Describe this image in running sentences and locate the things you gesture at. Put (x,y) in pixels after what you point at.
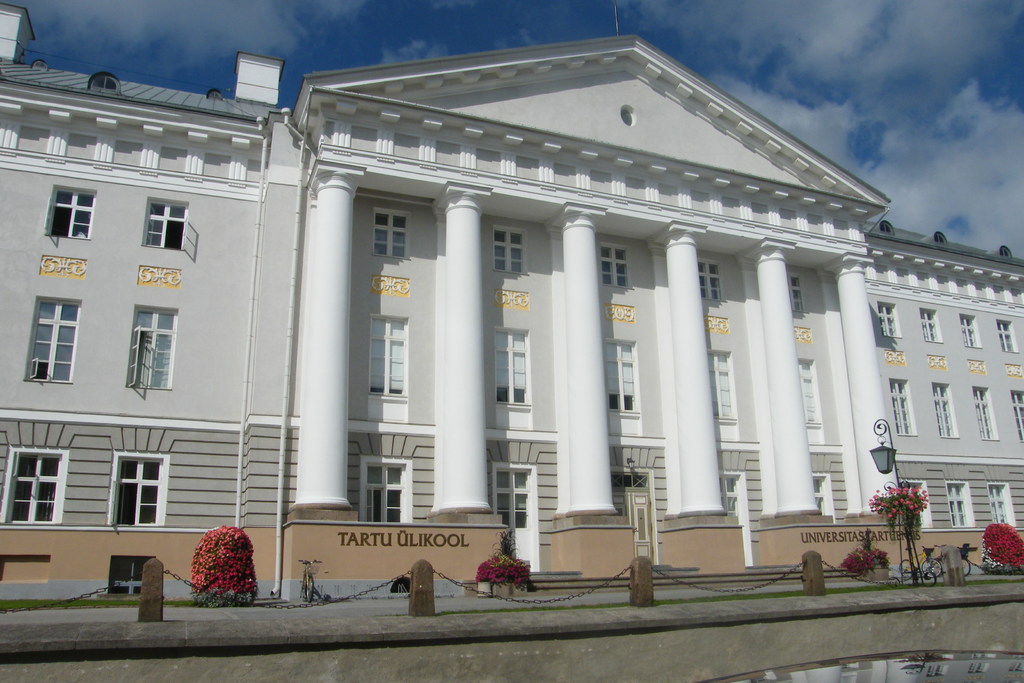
In this image in the center (449,240) there is one building (423,415) and at the bottom (147,611) there are some plants (999,543), fence (960,574), flower pots (880,508) and some lights (899,482). On the top of the image (371,52) there is sky (829,44).
